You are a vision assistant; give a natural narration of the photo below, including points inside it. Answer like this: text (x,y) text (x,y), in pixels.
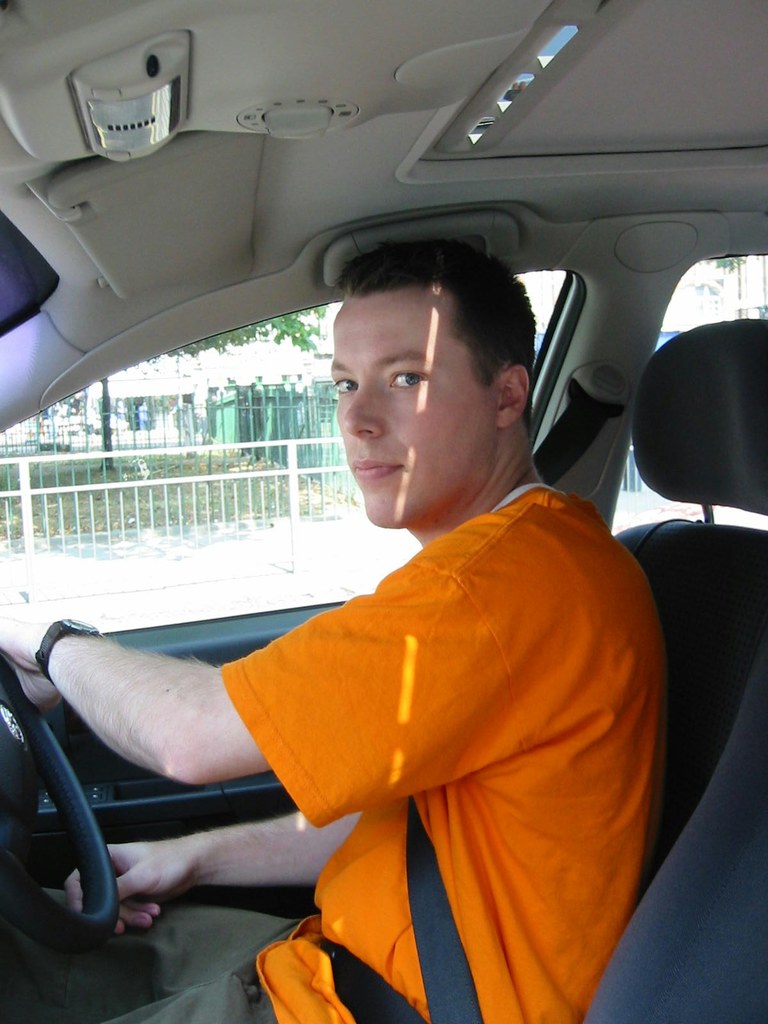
The picture is taken inside a car (647,478) a man (634,625) is sitting on the seat (767,545) and riding the car (201,799), there is a steering (34,919) in his hands (15,669), he is wearing orange shirt (453,742) outside in the background (166,456) there is a fence (97,456) inside that there is a garden (148,497).
